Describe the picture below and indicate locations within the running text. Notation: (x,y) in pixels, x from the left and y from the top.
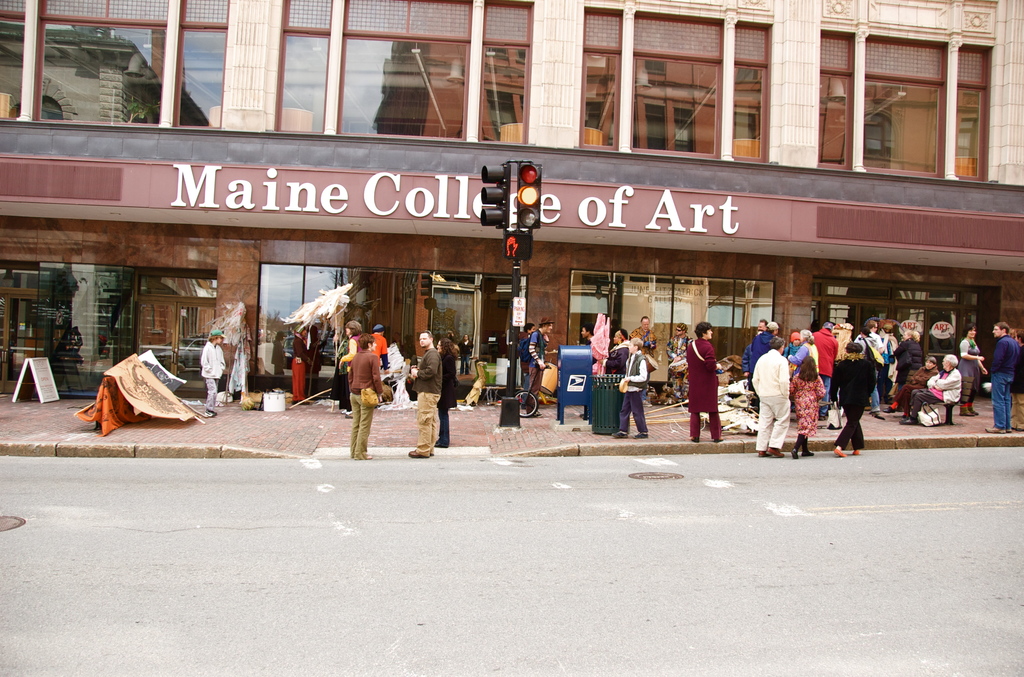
In this image we can see a building (301,129) with text (294,188), in front of the building (382,256) there are few people (416,370) on the pavement (210,431), there is a board (46,371), some objects (146,390) looks like a banner (138,383), a mailbox (571,370), a trash bin (607,384) and a traffic signal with a board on the pavement (506,429) and there is a road (602,557) beside the pavement (159,452).
